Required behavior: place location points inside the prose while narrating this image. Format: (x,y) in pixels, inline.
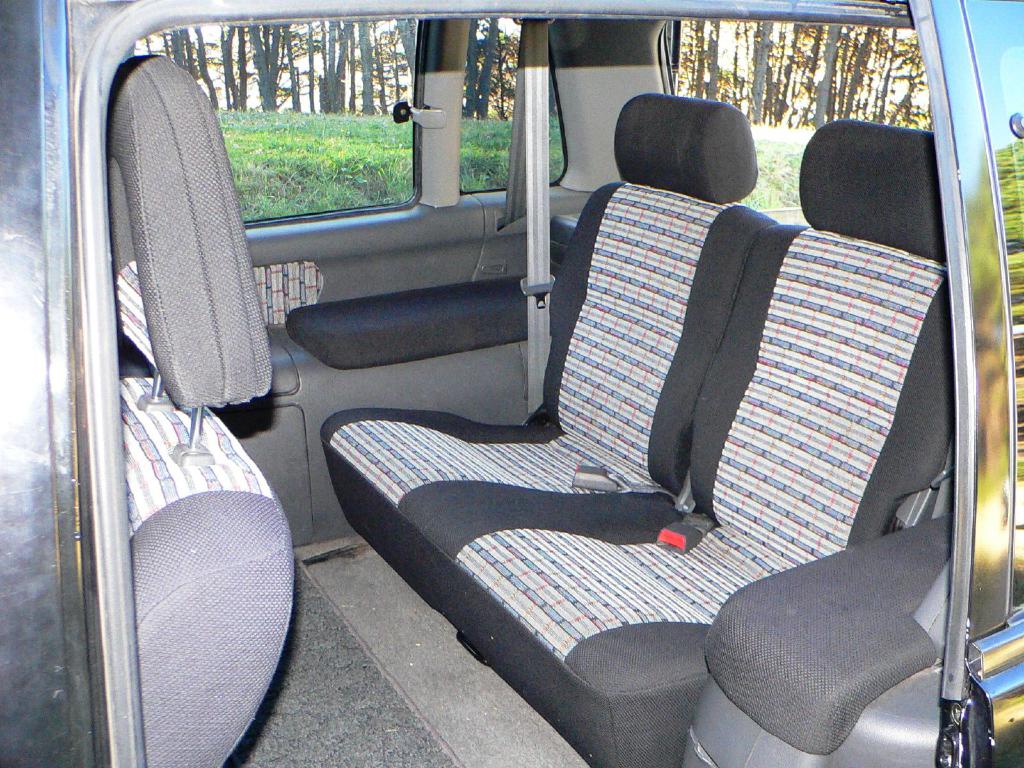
In the picture we can see inside the car (67,99) with seats (688,222) and seat belt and a window (341,160) outside the window (355,159) we can see grass surface (382,152) and trees (378,48).
